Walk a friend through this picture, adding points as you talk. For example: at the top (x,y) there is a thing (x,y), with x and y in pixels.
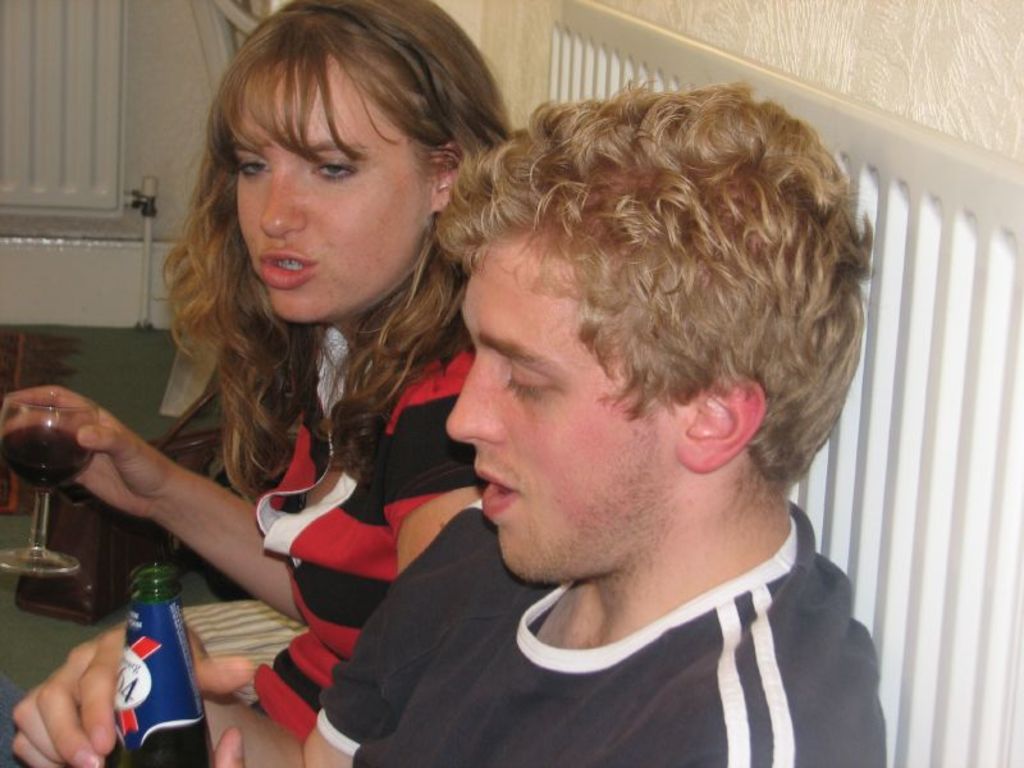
In this picture we can see a man (487,467) holding a bottle (127,738) with his hand (115,643) and a woman (294,113) holding a glass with her hand (140,446) and in the background (165,60) we can see wall (188,86).
